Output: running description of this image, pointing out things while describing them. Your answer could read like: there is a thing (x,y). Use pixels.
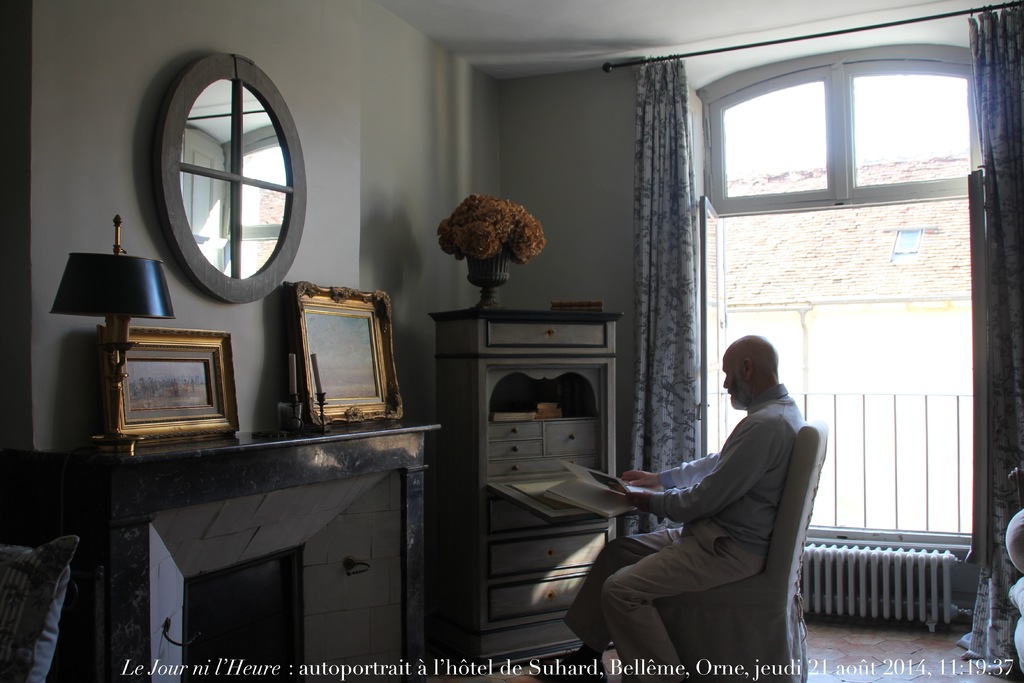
This is an inside view. Here I can see a man (745,527) sitting on the chair (752,590) and looking into the books (597,488). In front of this person (621,572) there is a table (511,499). Beside that there is another big table (220,470), on that two frames (216,396) are placed. On the right side (791,248) there is a window (841,374) through that we can see the outside view and it is having the curtains (665,197) on the both sides. To the left side wall (114,81) a mirror (215,155) is attached.
